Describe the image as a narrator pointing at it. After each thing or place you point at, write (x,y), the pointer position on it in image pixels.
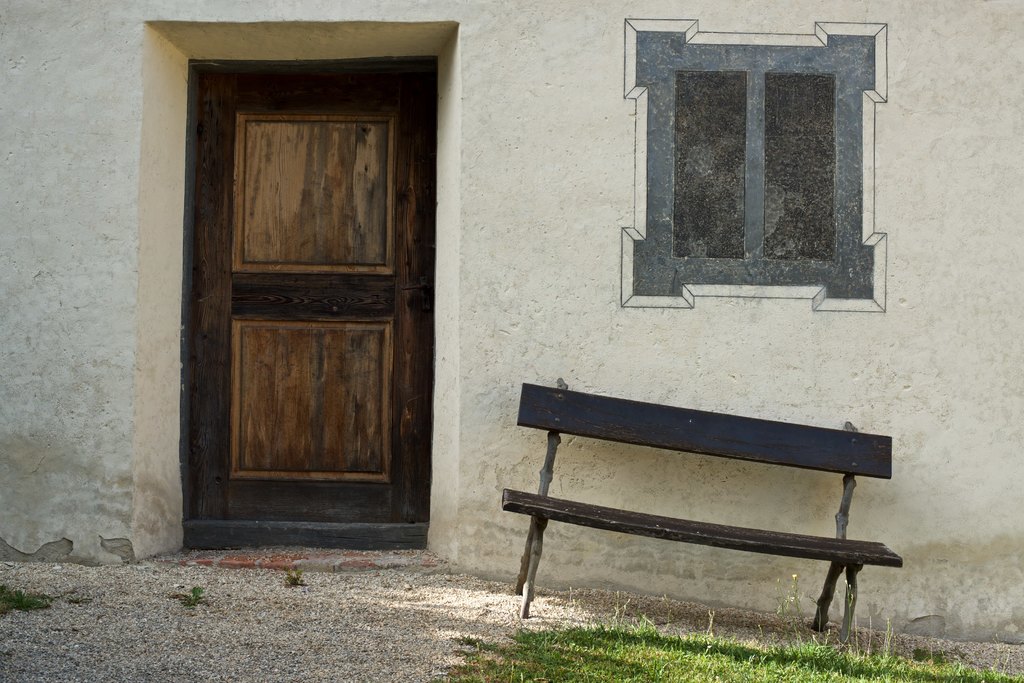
In this image I see the wall (952,73) and I see the door (281,226) over here and I see a bench (695,526) over here and I see the path (552,655) on which there is grass (651,633).
